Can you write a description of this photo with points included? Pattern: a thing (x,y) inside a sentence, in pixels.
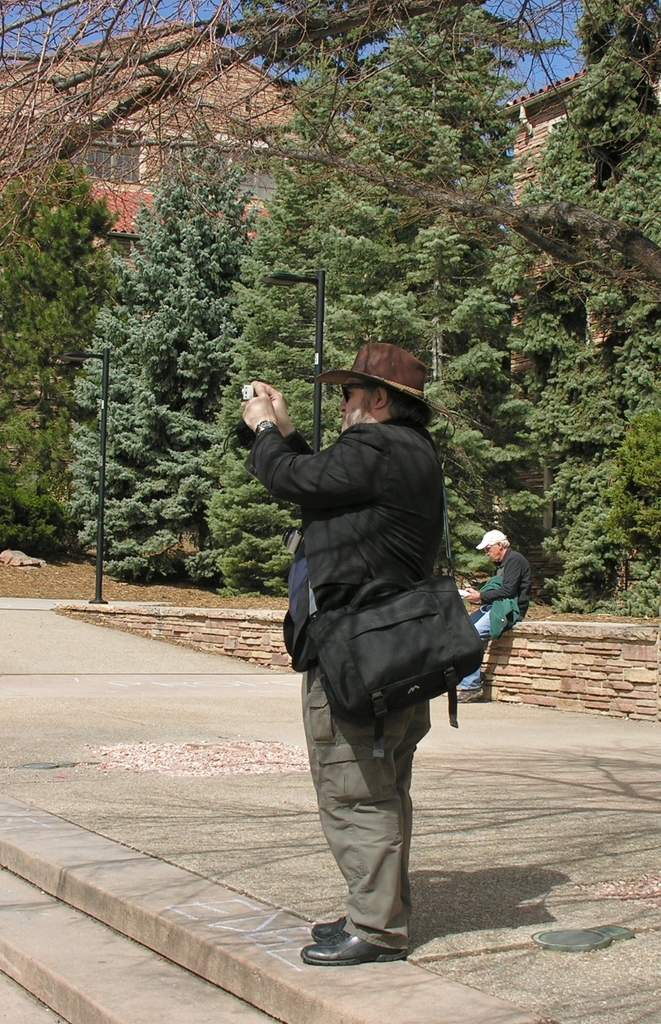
Here we can see a man (346,555) standing on platform (225,822) by holding an object (249,395) in his hands (259,398) and looking at it and he is a carrying a bag (333,615) on his shoulders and there is a hat (399,376) on his head (378,389). In the background (235,393) there are trees (405,108), poles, buildings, sky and a man (509,619) is sitting on a platform (507,638).
